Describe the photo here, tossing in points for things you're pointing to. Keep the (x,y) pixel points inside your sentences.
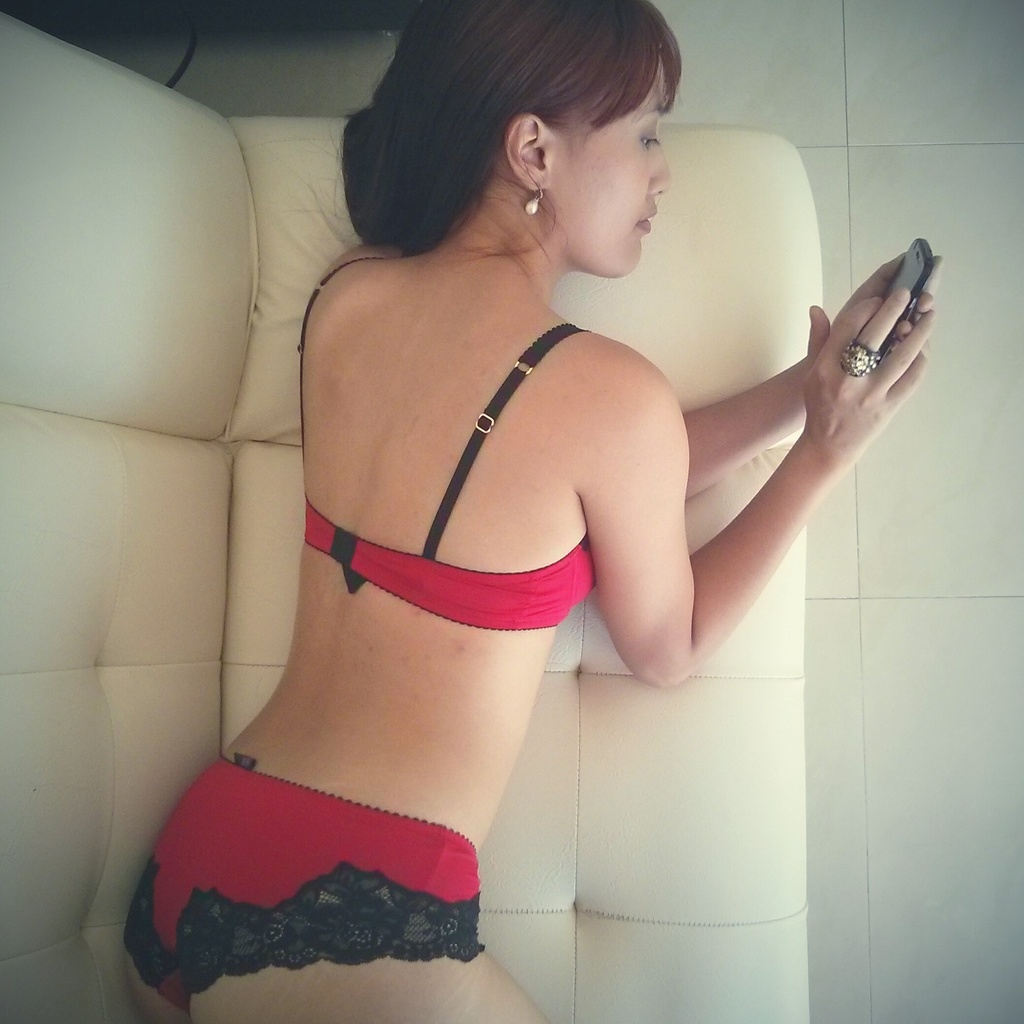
In this image I can see a woman (365,594) laying on a couch (217,220), holding mobile (916,295) in the hands (879,345) and looking at the mobile (907,275). On the right side (878,714) I can see the floor (947,262).
